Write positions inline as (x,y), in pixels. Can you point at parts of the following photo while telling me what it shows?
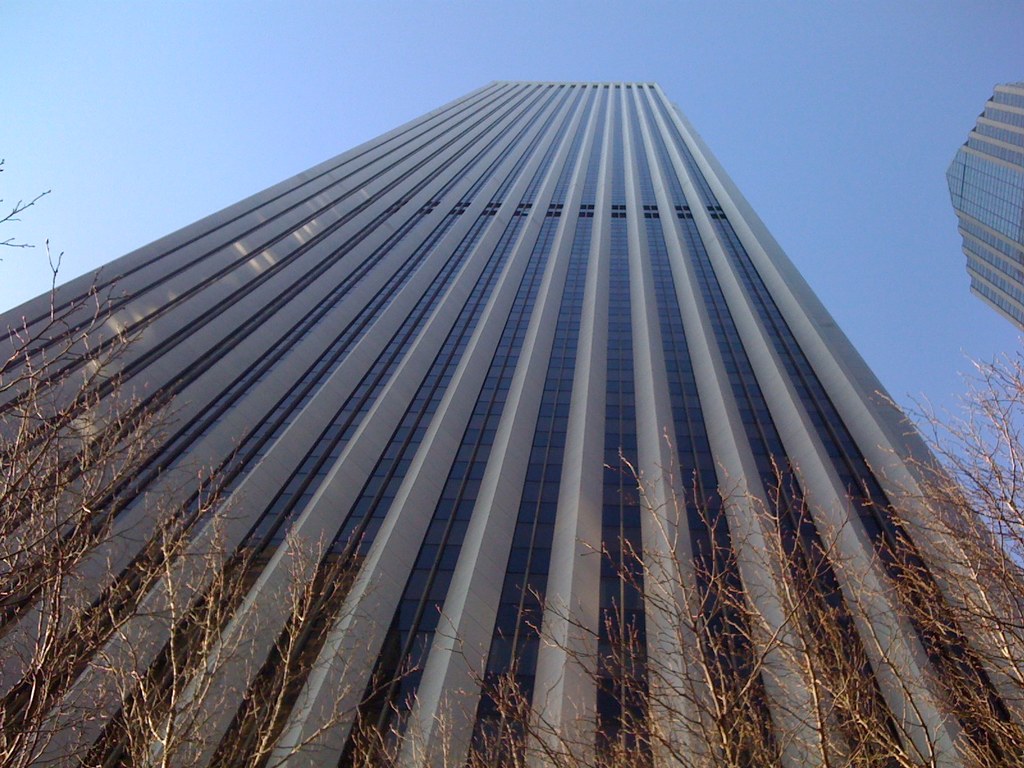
In this image I can see a building (625,403), in front of the building (325,456) I can see trees (877,642) and I can see the sky (747,69) at the top (469,77).
